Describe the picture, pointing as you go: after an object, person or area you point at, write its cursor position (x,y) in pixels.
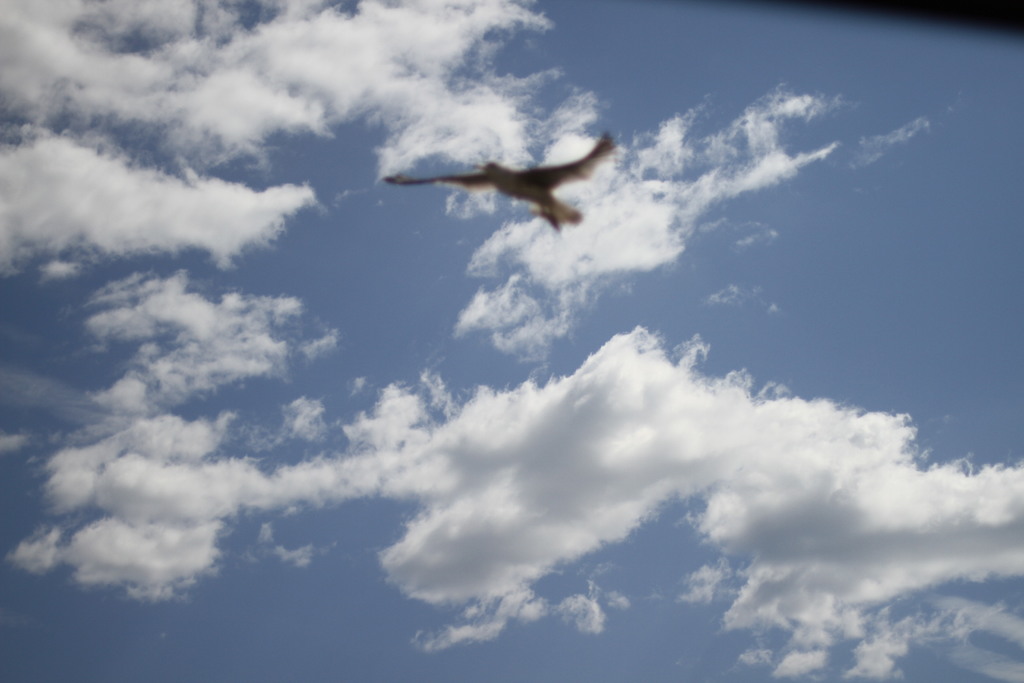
This image is taken outdoors. In this image there is a sky (735,419) with clouds (578,245). In the middle of the image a bird (593,152) is flying in the sky (556,153).
